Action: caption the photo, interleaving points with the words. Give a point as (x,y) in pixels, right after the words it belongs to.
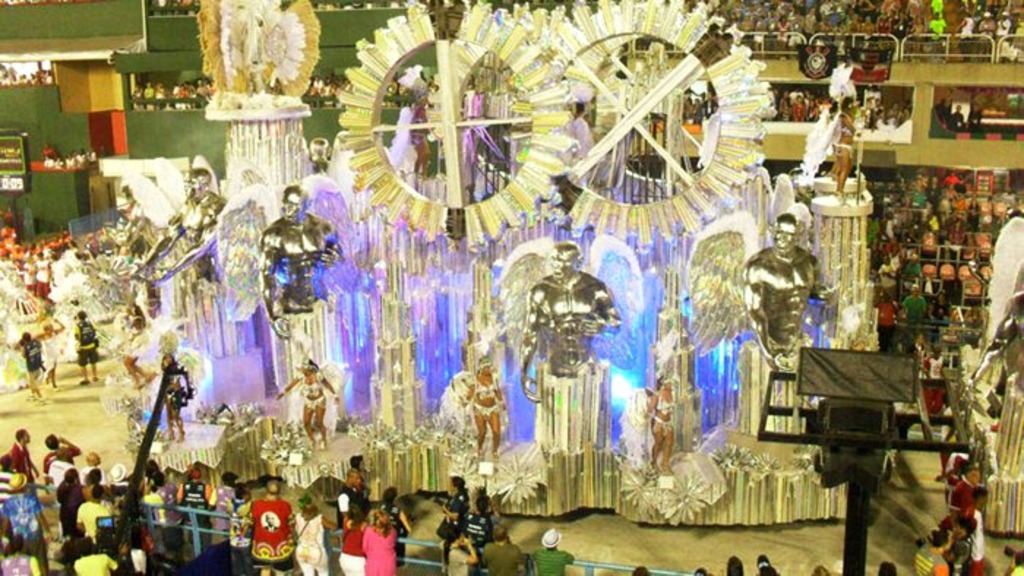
There are human structures (328,210) and other lightings (538,233), in the middle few women (484,372) are standing with silver color dresses (634,409). At the bottom (271,513) few people (290,511) are standing and observing these things (697,258).
